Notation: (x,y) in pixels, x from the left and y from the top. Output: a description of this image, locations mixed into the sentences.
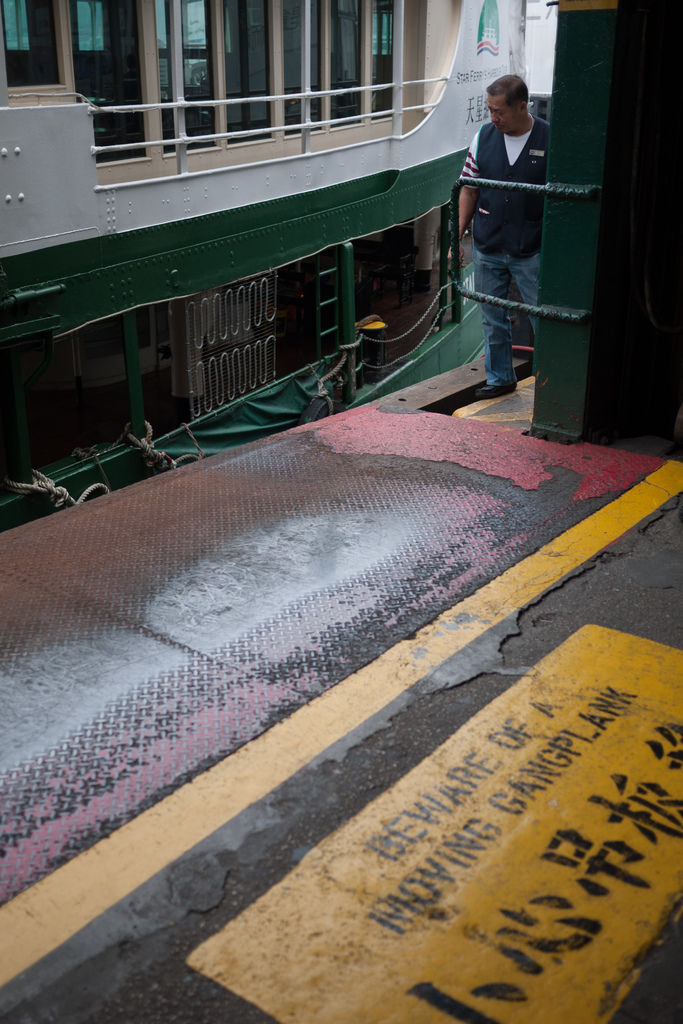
In this image I can see a boat (399,28), windows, board (479,65), metal rods (430,107) and a person (492,144) is standing. This image is taken may be during a day.
